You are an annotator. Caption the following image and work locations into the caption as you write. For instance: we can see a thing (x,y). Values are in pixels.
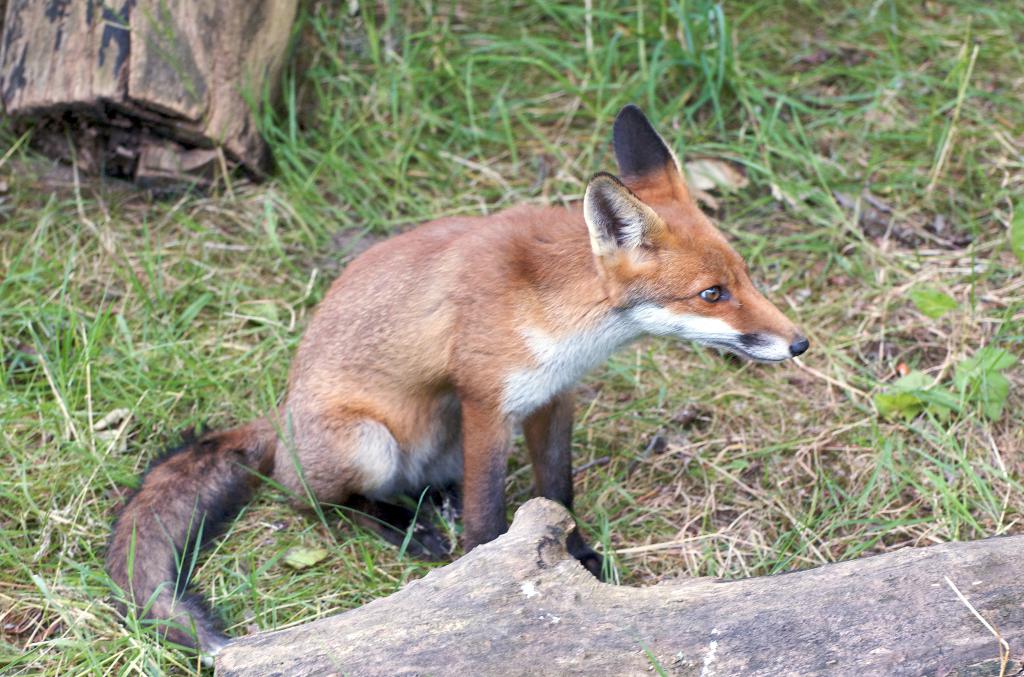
In this picture we can see an animal (393,372) and wooden logs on the ground (906,327) and in the background (874,300) we can see the grass (849,288).
